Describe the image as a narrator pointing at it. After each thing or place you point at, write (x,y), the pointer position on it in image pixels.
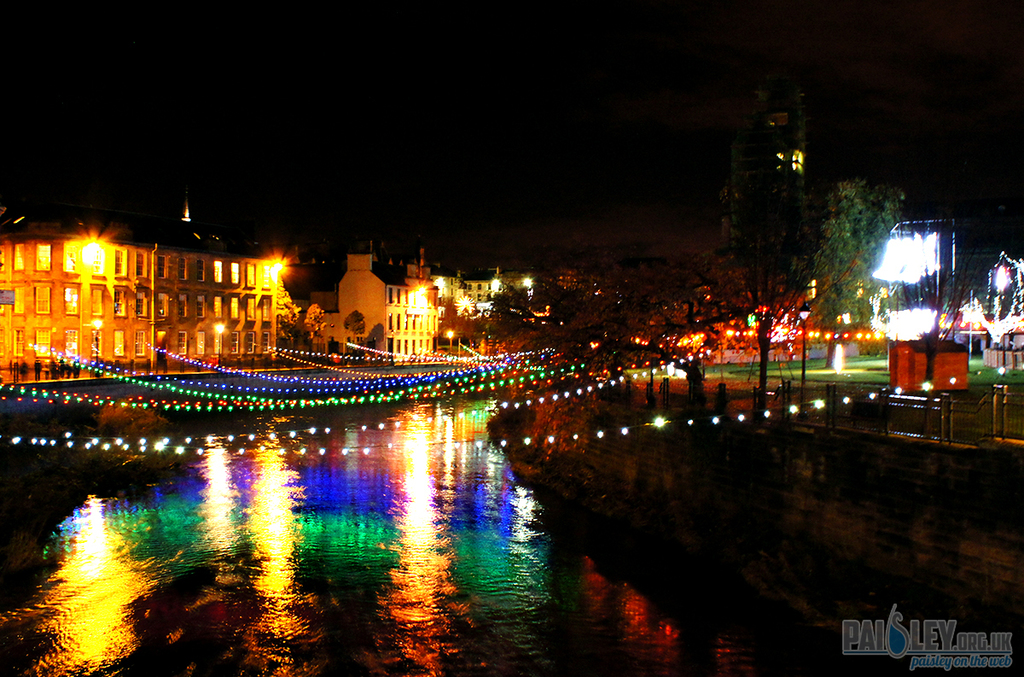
In this picture we can see buildings (75,299), trees (644,328) and the street (214,367) decorated with lights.
